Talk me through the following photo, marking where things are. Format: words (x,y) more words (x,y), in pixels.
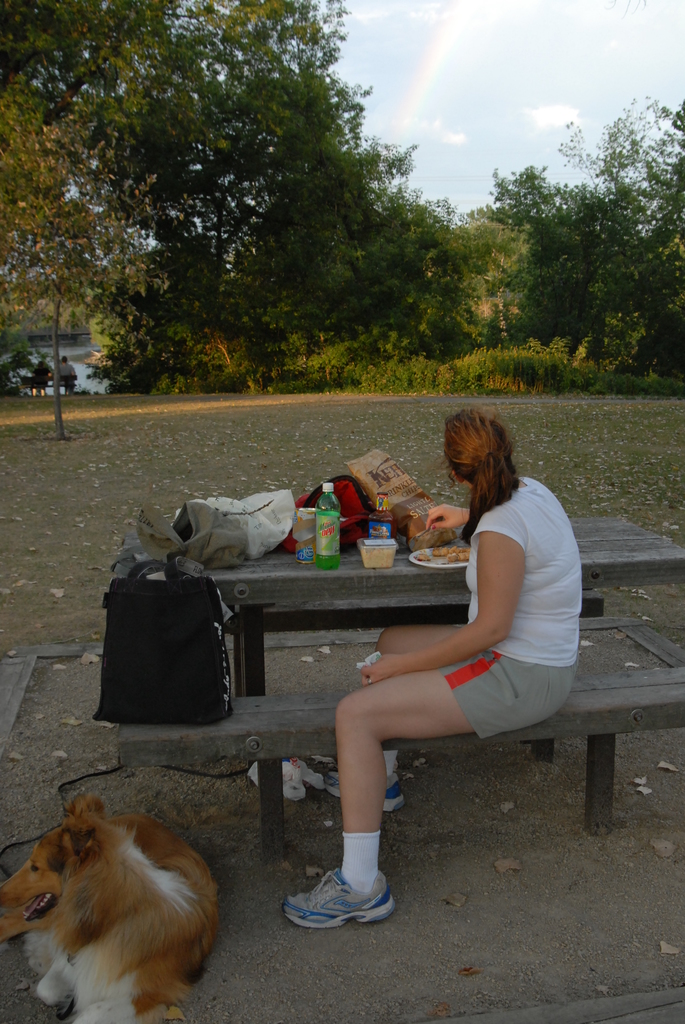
Person (494,607) sitting on the bench (588,704) on the table (623,551) we have bottle (331,517), plate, food (446,555), bag (342,510) and in the background (361,316) we have trees (375,323) and in front (104,950) dog (116,931) is sitting.
